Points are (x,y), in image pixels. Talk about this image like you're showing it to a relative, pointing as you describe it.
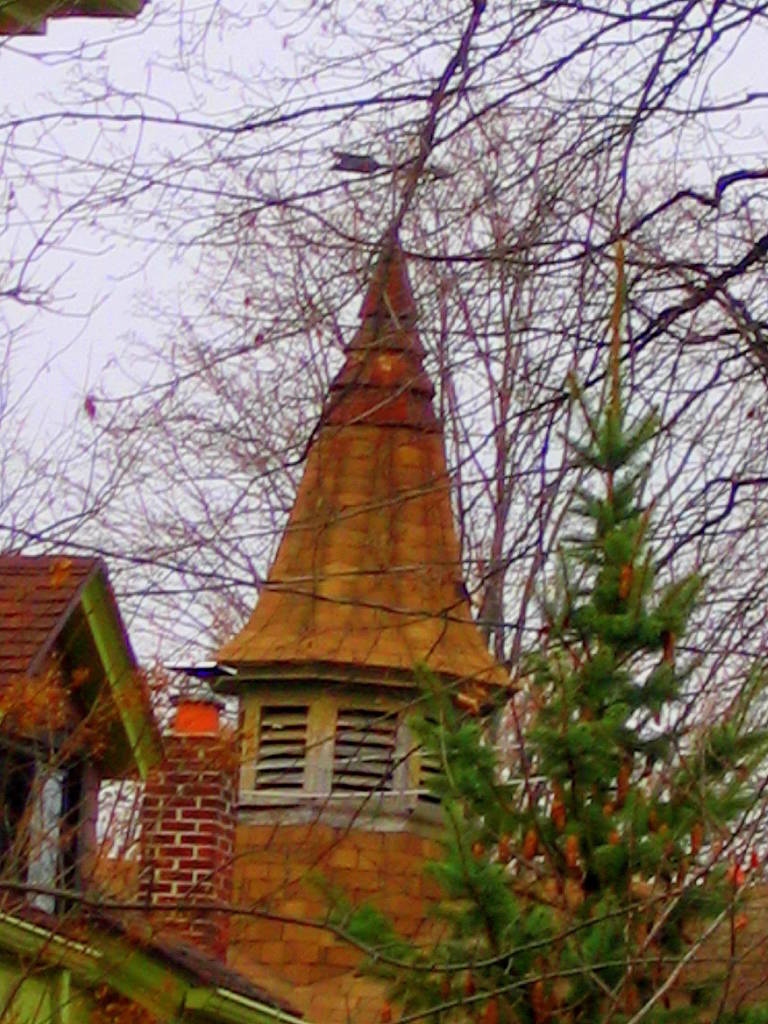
This image is taken outdoors. At the top of the image (141,104) there is the sky (109,52). In the background (474,279) there are a few trees (444,272) with stems (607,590), branches (92,475). In the middle of the image (320,682) there is a building (69,762) with a steeple (363,688), walls (328,862), windows (285,745) and a roof (330,507). At the bottom of the image (625,706) there is a tree (500,866).
